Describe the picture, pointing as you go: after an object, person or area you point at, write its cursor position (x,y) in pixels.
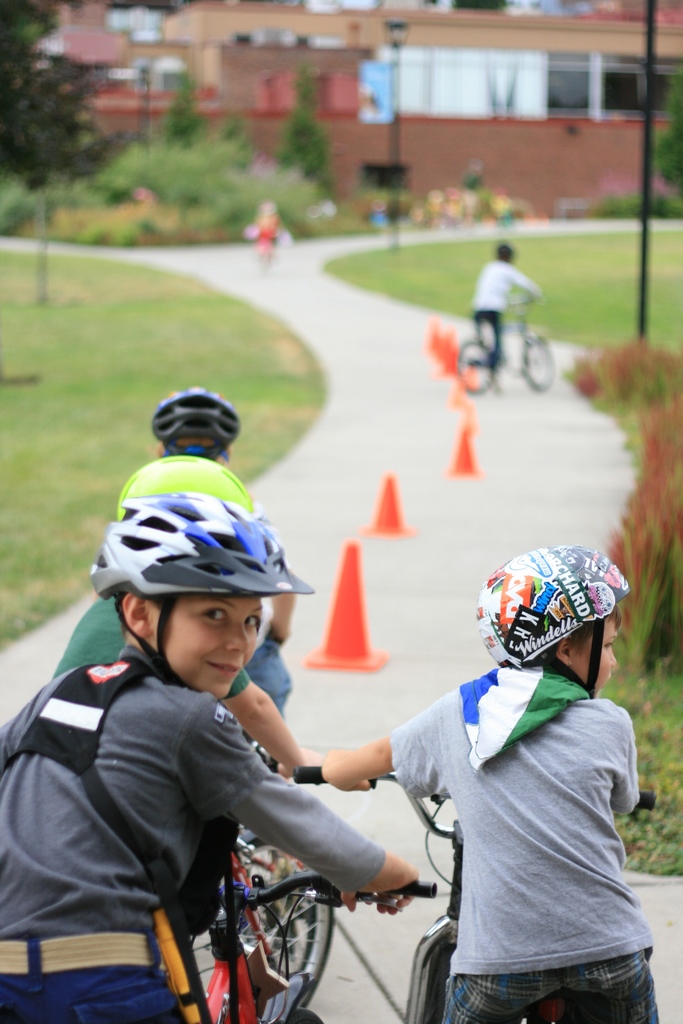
children (489,839) are riding bicycles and wearing helmet (222,583). at the left (65,355) and right there grass (544,260). at the back (211,187) there are trees (301,167) and buildings (423,88). the person (131,928) at the front (146,884) is wearing grey t shirt (197,805), blue pant (115,1002) and smiling.
